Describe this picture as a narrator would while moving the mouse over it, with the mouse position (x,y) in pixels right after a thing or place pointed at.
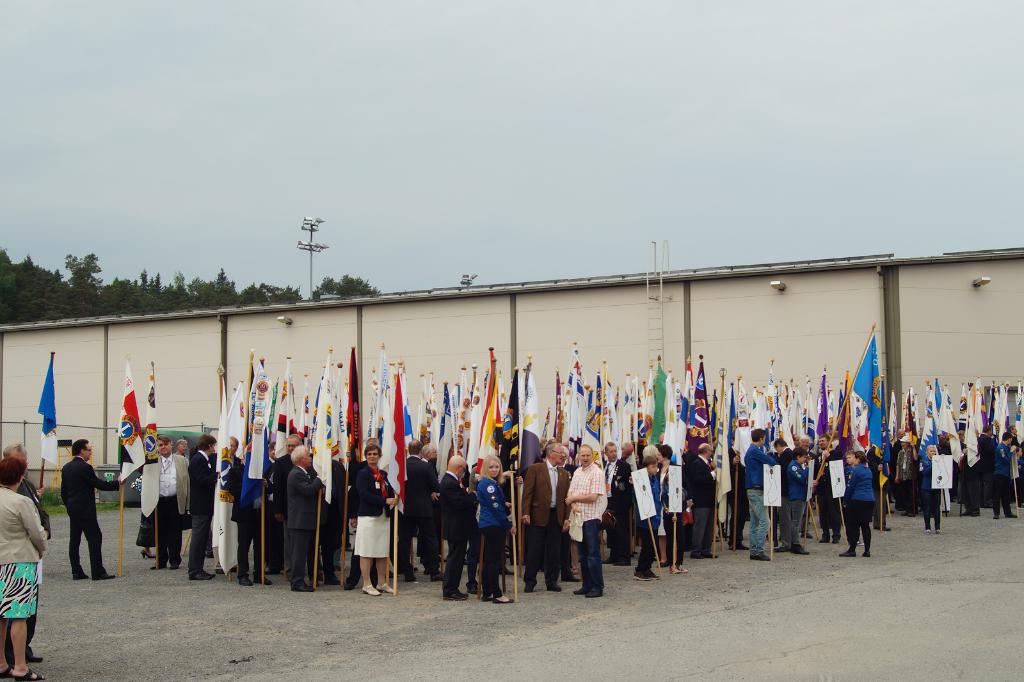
At the bottom of the image (1018,463) few people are standing and holding sticks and flags (523,391). Behind them there is a building (992,345). Behind the building (991,369) there are some trees (39,317) and poles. At the top of the image (503,193) there is sky (840,194).
